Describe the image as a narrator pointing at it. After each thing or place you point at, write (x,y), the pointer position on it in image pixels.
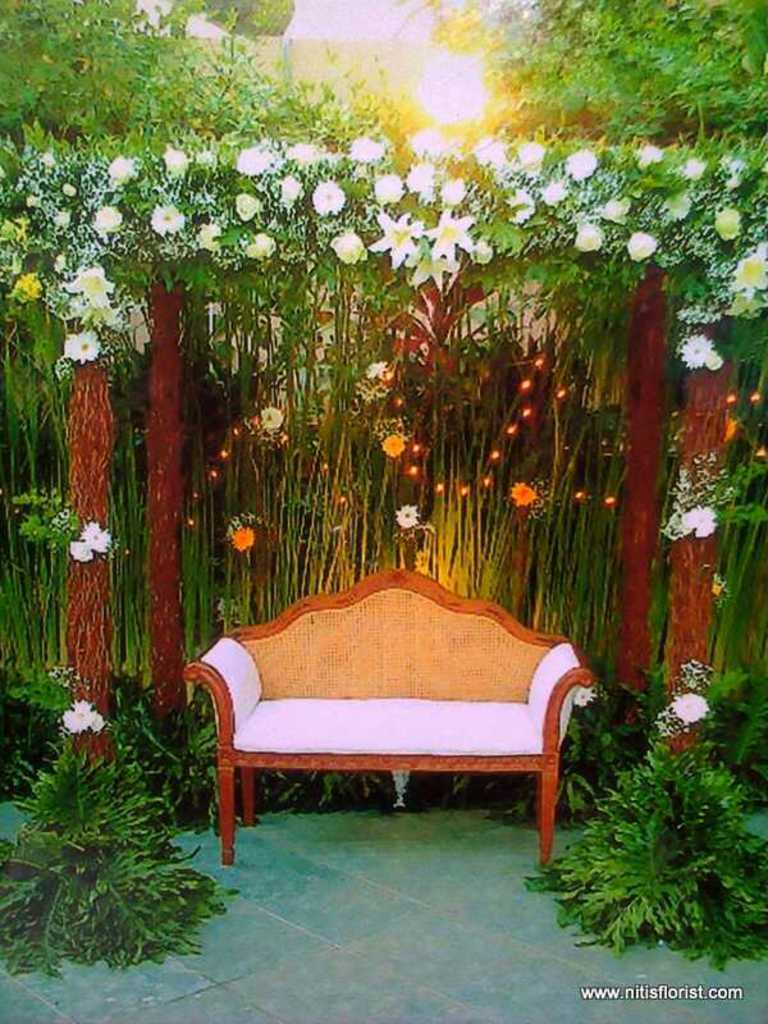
This picture is completely decorated with flowers (475,197) and it is a greenery picture. Here we can see a sofa (402,639). These are plants (699,847) near to the chair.
